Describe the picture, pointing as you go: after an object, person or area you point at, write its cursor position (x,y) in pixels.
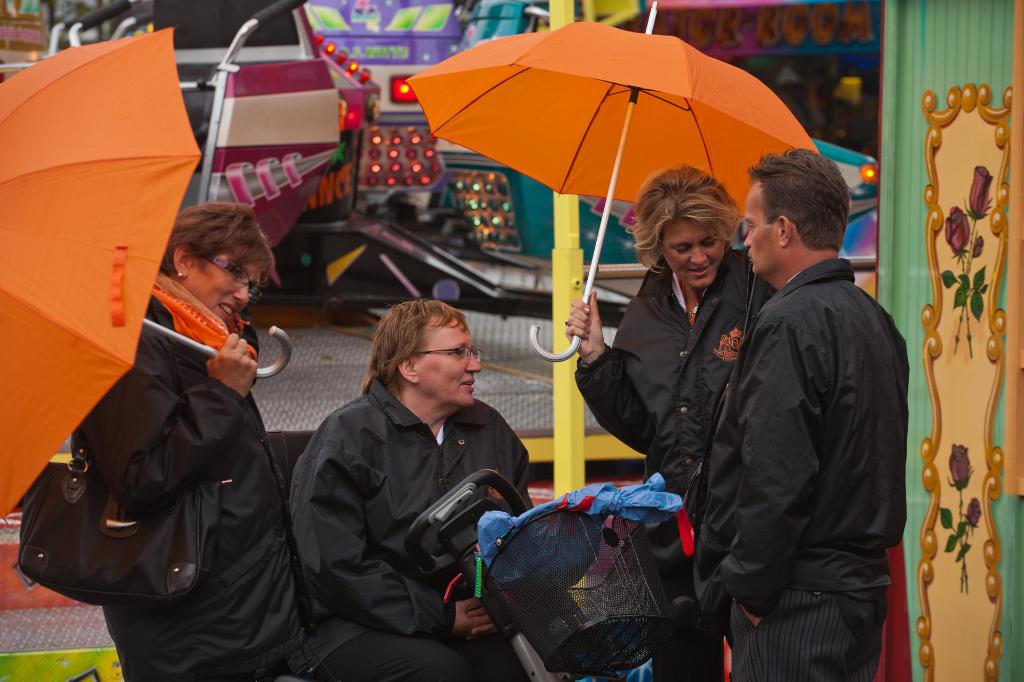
In this picture we can see a group of persons (436,661), some persons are holding umbrellas (5,458) and in the background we can see some objects (959,23).
